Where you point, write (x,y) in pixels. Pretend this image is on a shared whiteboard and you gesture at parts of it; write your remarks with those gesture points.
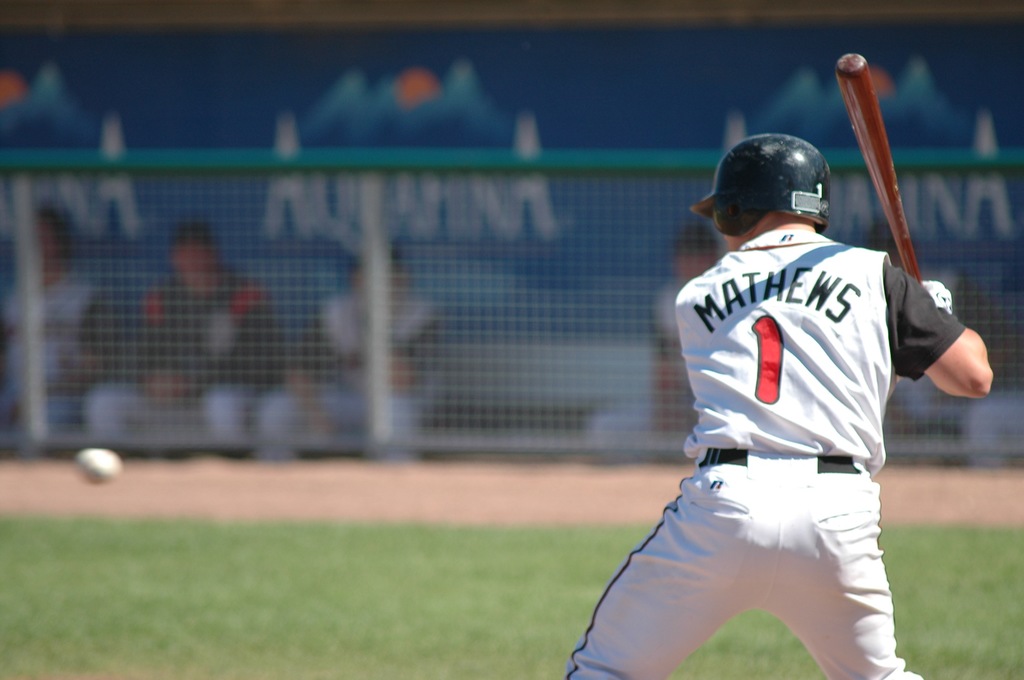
In this image we can see a person (708,312) wearing helmet (762,167) is holding a bat (854,97). In the back (238,265) there is a fencing (358,269) with mesh (273,218). And it is looking blur in the background (946,44).
